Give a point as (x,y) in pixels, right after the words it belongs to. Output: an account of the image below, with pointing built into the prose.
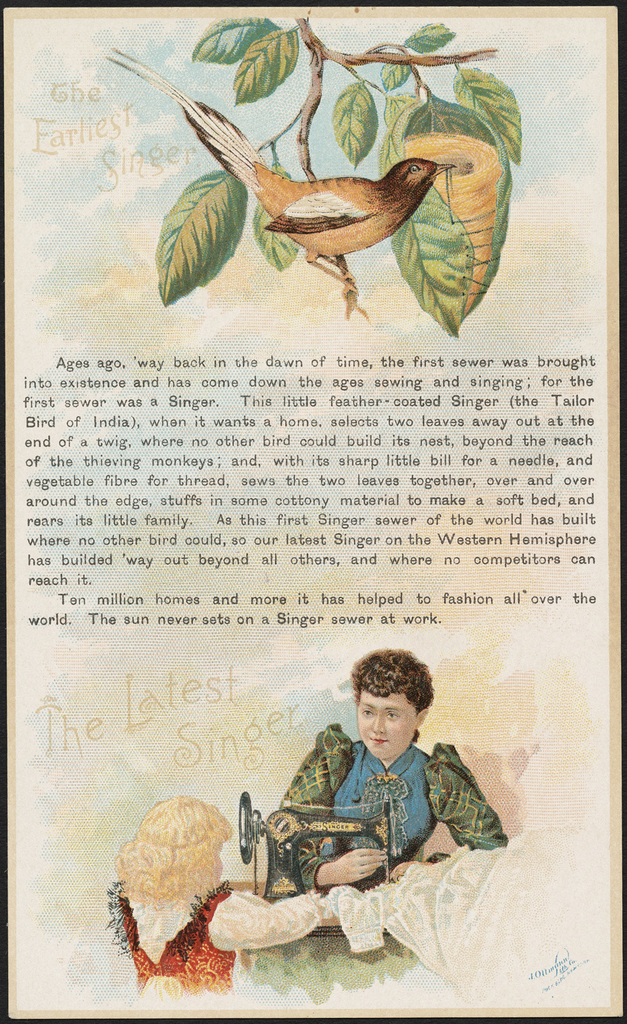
This is a picture of a painting (479,67). In this picture we can see leaves (403,124), branches (311,79), people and a sewing machine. We can see a bird (384,189) on a branch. We can see some information (576,365).
